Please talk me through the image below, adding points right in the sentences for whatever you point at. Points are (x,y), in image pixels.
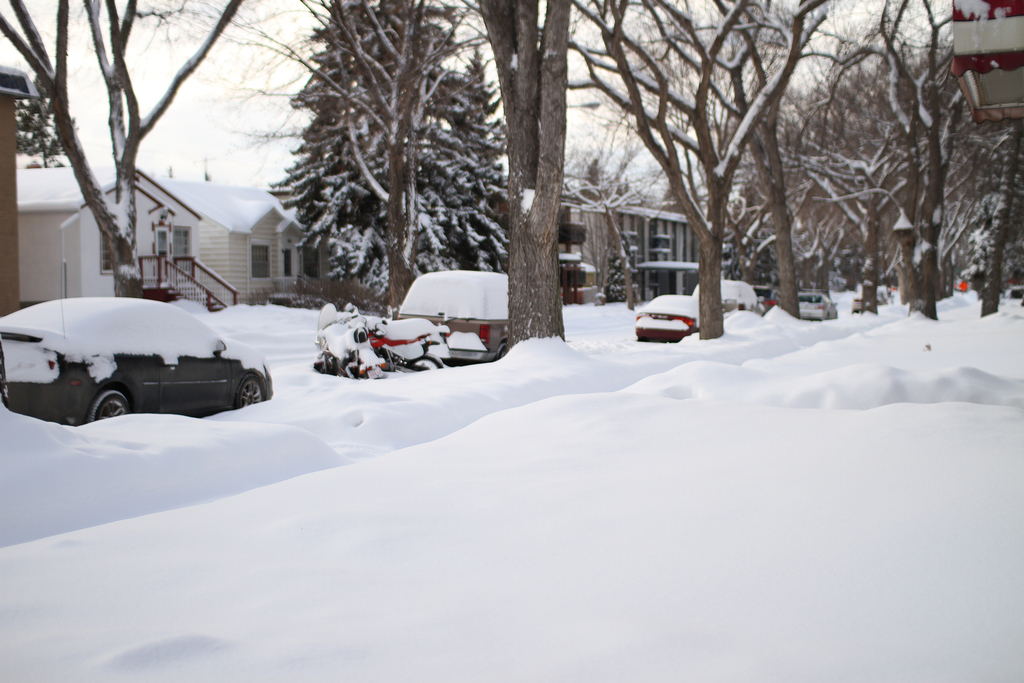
In this image at the bottom (220,482) there is snow (668,449), and in the background (732,240) there are some houses (584,267), trees (527,142). And in the center (360,370) there are some vehicles (75,368) and the vehicles (448,311), houses (189,242) and trees (984,222) are covered with snow (87,349).
